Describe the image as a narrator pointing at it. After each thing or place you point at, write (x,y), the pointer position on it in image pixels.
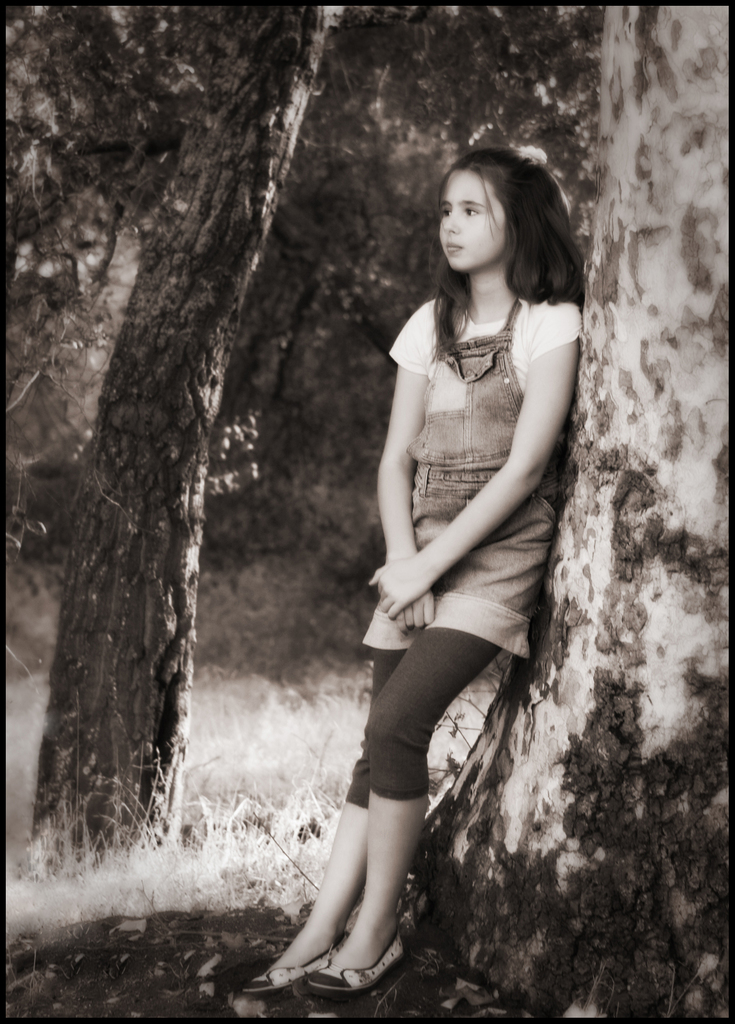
In this picture we can see a girl (435,641) standing on the ground (266,957), grass (255,877) and in the background (297,156) we can see trees (320,60).
